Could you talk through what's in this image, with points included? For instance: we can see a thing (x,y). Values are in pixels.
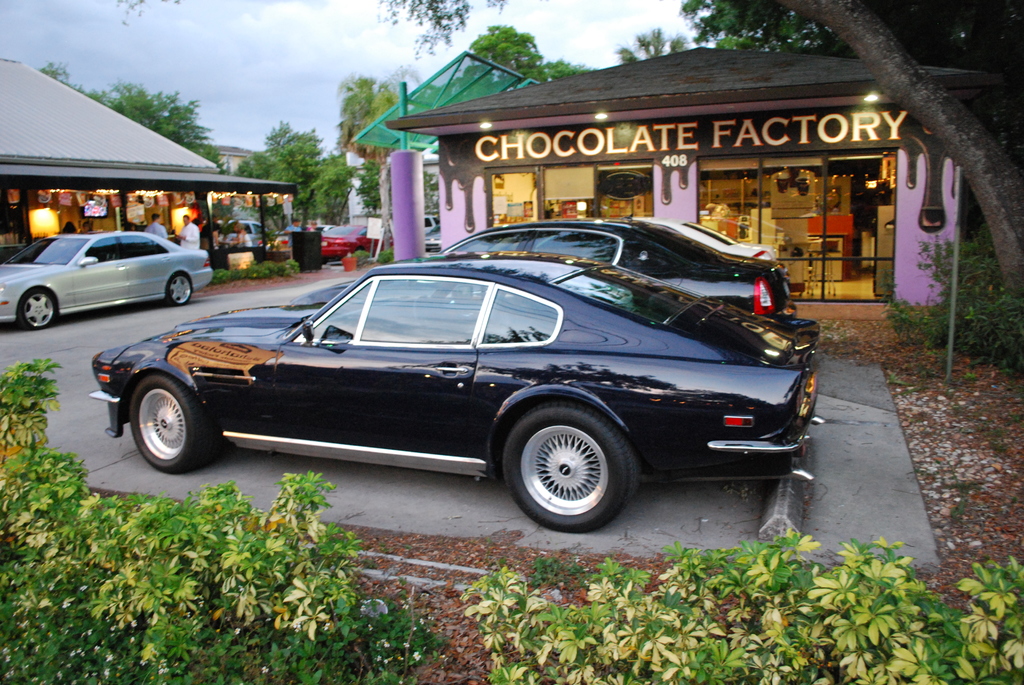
In the picture we can see a path (903,456) to it, we can see three cars (295,421) are parked around the path (852,504) we can see dried grass (917,448) and plants (550,675) and beside the cars (255,436) we can see a shop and name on it as chocolate factory and to the opposite side, we can see a house (24,139) with a car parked near it and besides we can see some people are standing and in the background (303,164) we can see some trees (310,147) and sky (258,43).
